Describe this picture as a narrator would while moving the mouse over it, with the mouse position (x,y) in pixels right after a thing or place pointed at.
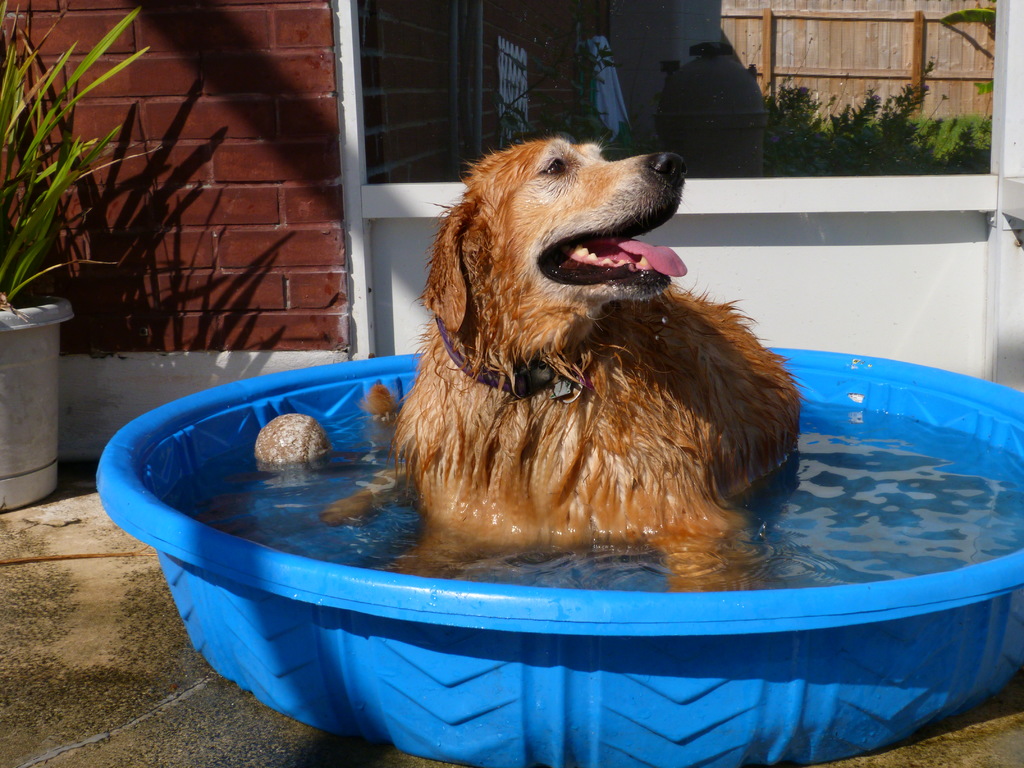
There is a dog (445,464) laying inside a bathtub (346,470), beside the dog (542,473) there is a ball (290,458) and behind the dog (413,465) there is a wall (181,237) and there is a plant (22,269) kept in front of the wall (284,194), in the right side (698,90) there is a mirror (822,97).
